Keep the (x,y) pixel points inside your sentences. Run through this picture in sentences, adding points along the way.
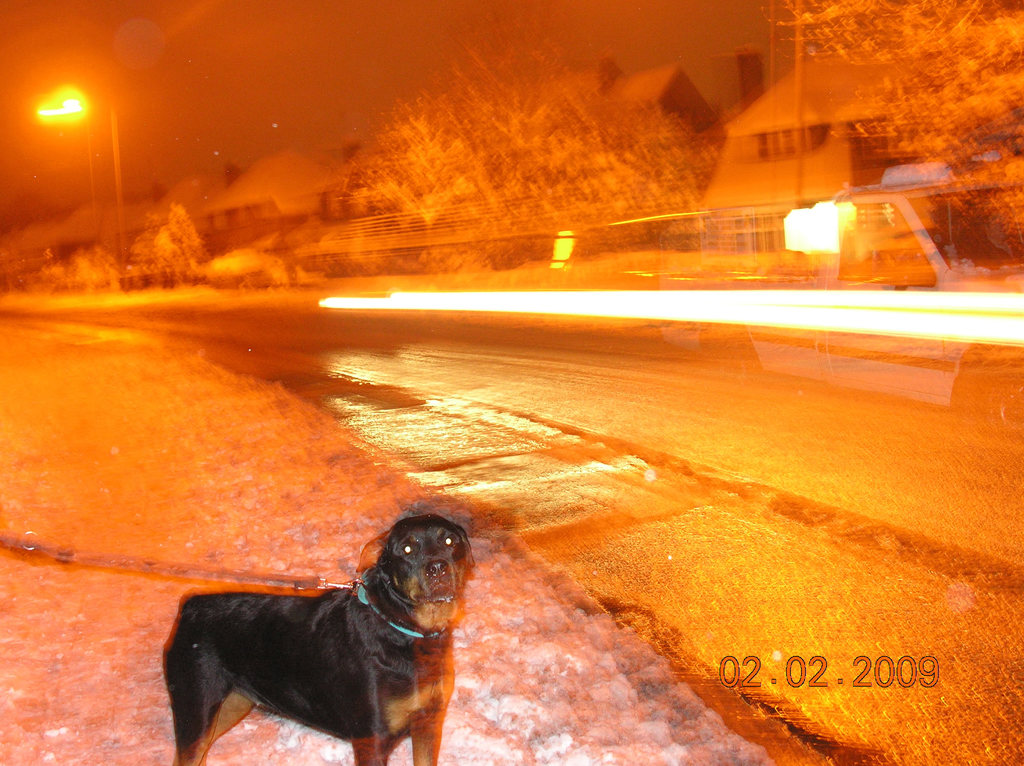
In this image I can see black color dog (312,600) with the belt (318,587). To the right (739,551) I can see the road (681,488). In the background (269,40) I can see the trees (466,253), houses (87,207), poles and the sky (281,89).
